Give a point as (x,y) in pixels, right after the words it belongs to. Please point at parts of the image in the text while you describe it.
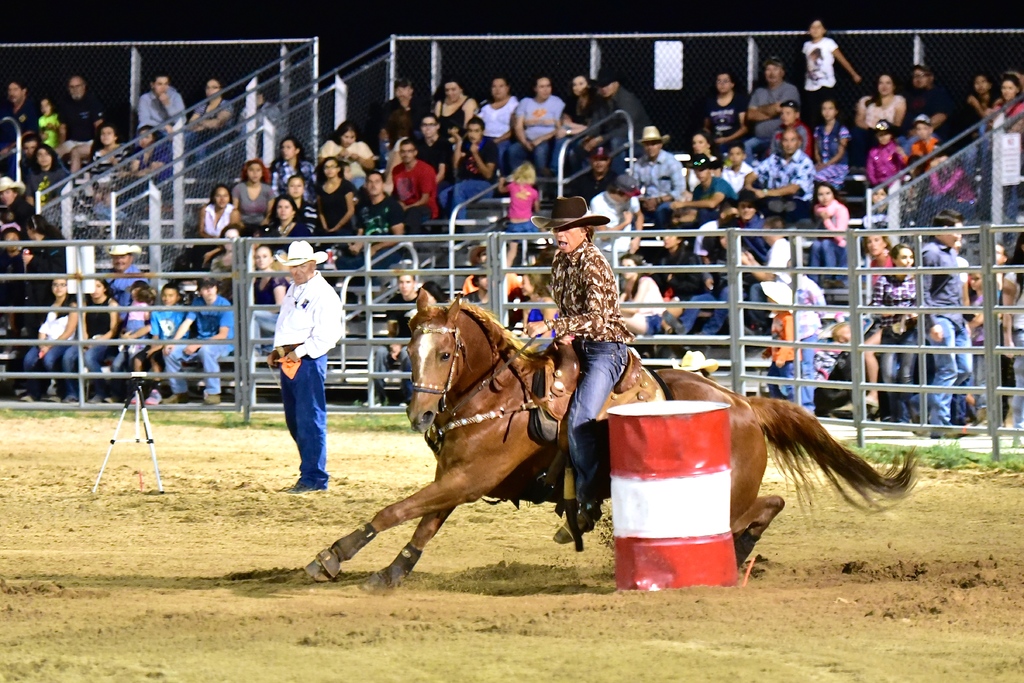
In this picture there is a man (590,414) sitting on a horse (555,465). There is a barrel (673,479). There are few people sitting on the chair (414,262). There is a stand (117,430) and a man (291,343) is standing.
